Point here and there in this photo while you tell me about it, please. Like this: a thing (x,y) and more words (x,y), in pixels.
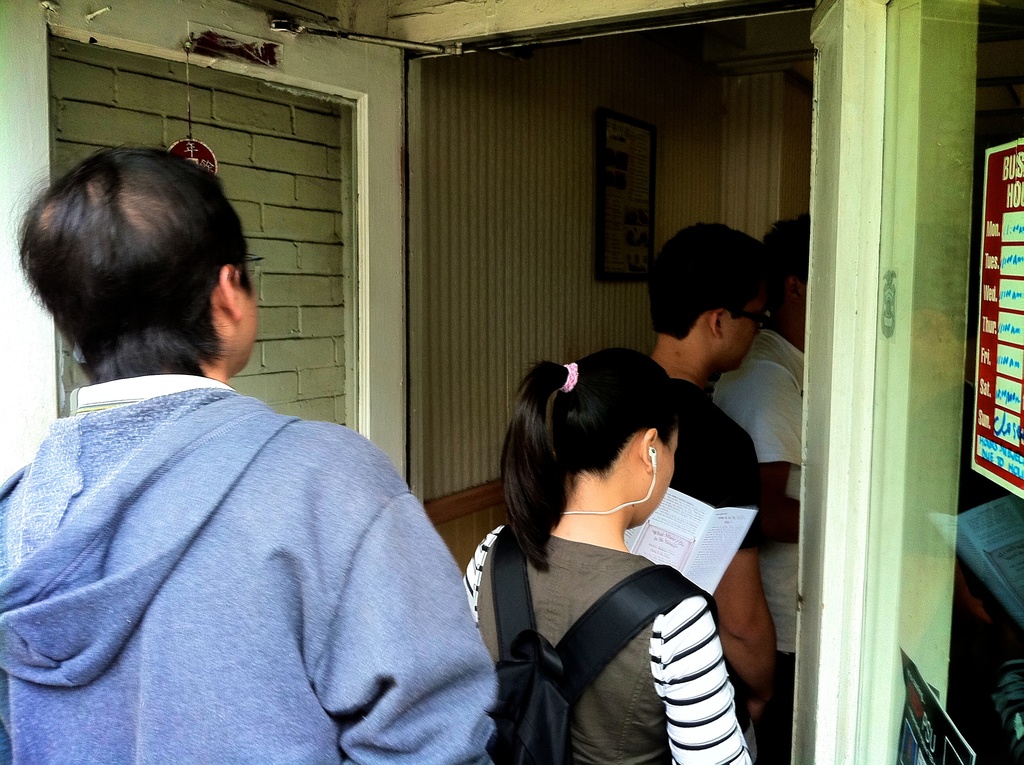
In this image, we can see some people (736,636) standing in a queue (255,725), there is a wall (236,115). On the right side (1003,333), we can see a paper (986,269) pasted on the glass window (978,314).
